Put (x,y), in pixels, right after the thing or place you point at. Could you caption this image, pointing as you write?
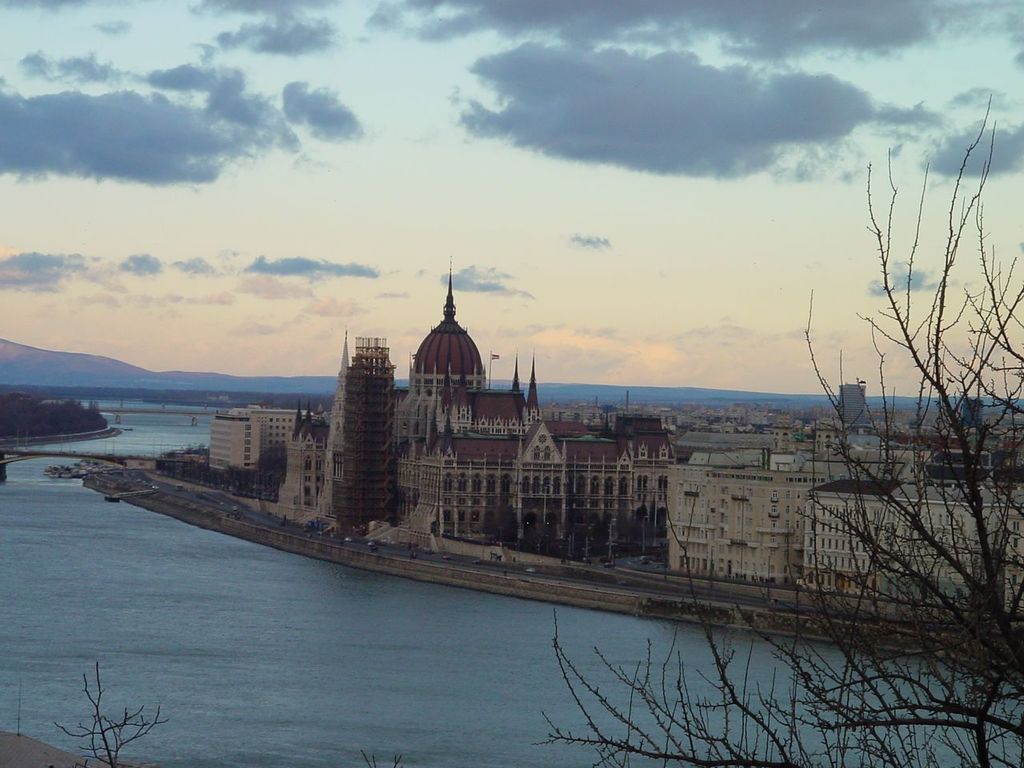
In this image there are trees (1013,624), water (108,527), bridges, flag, road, buildings (532,374), hills (10,346), sky (595,357).
